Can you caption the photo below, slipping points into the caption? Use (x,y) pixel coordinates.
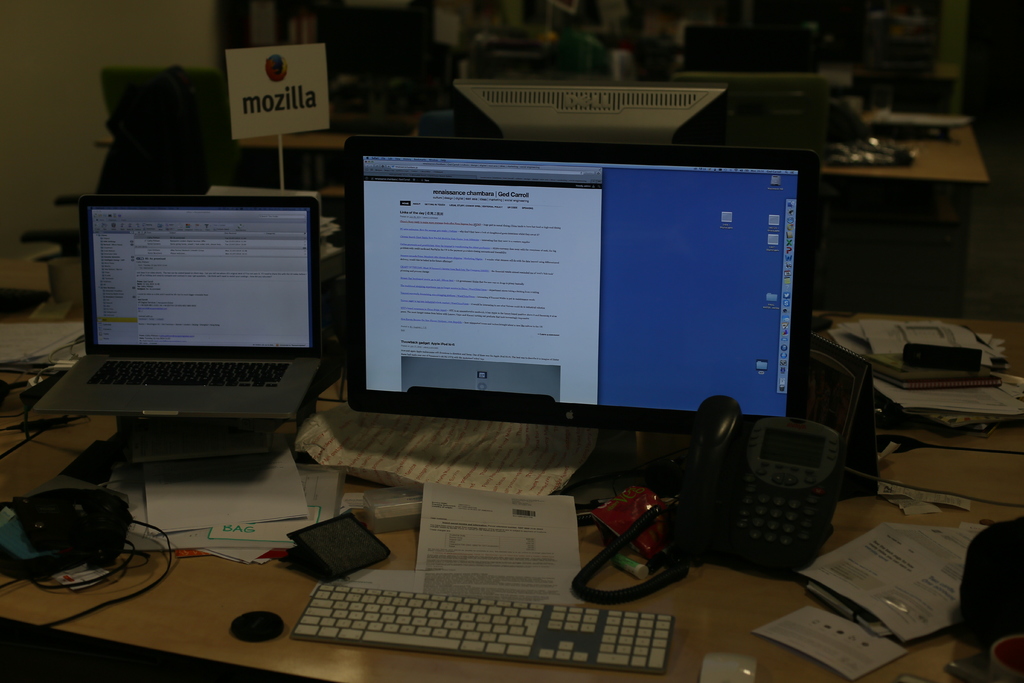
In this image in front (872,506) there is a table (729,576). On top of the table (400,665) there is a laptop (228,309). There is a monitor (477,400), keyboard (463,623), mouse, wallet (324,578), landline phone (705,519), papers (864,560), wires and a few other objects (869,392). In the background of the image (309,102) there is a board (281,123).
